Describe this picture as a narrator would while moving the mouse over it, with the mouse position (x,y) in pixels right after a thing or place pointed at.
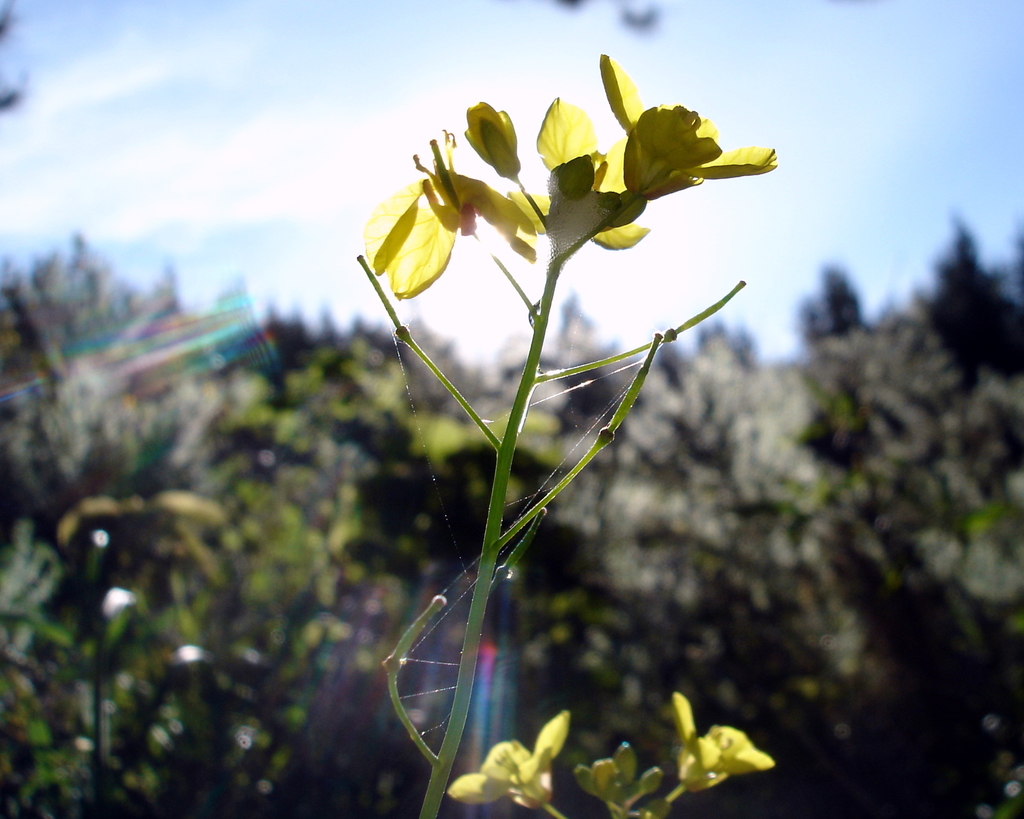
In this picture we can see flowers (531,245) to the plant (536,807), behind we can see some trees (244,551).
